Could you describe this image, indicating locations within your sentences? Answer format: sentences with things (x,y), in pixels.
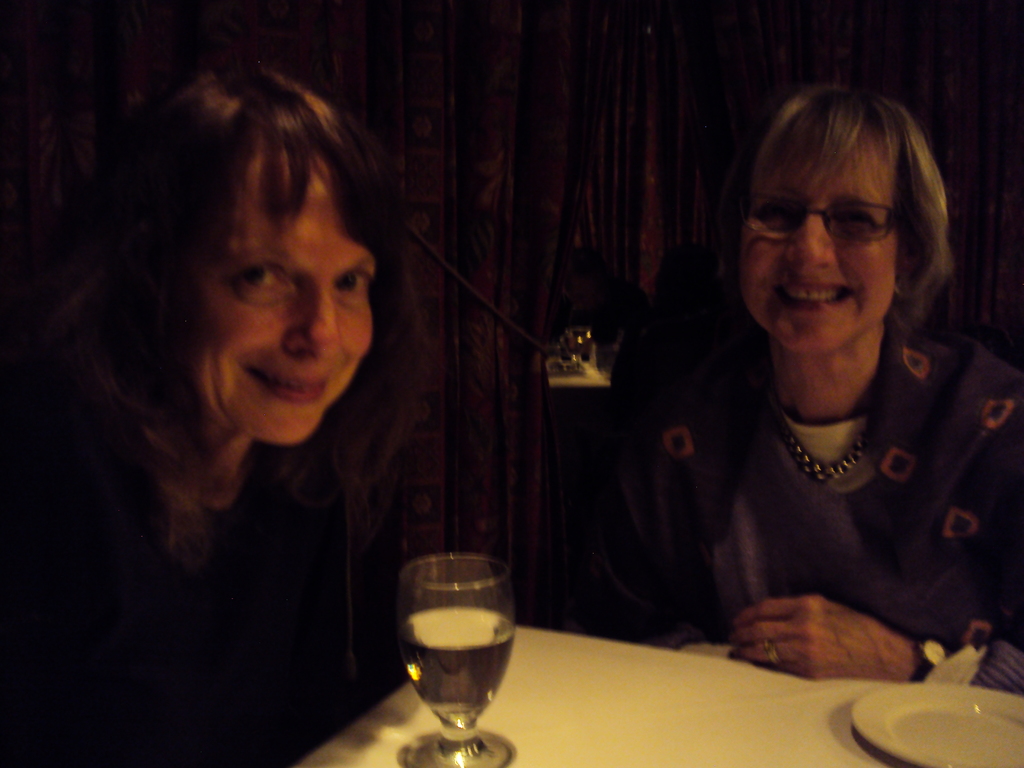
In this image we can see two women (846,614). There is a table (305,761) on which there is a glass (451,742), there is a plate (891,710). In the background of the image (511,132) there is curtain (565,92).
